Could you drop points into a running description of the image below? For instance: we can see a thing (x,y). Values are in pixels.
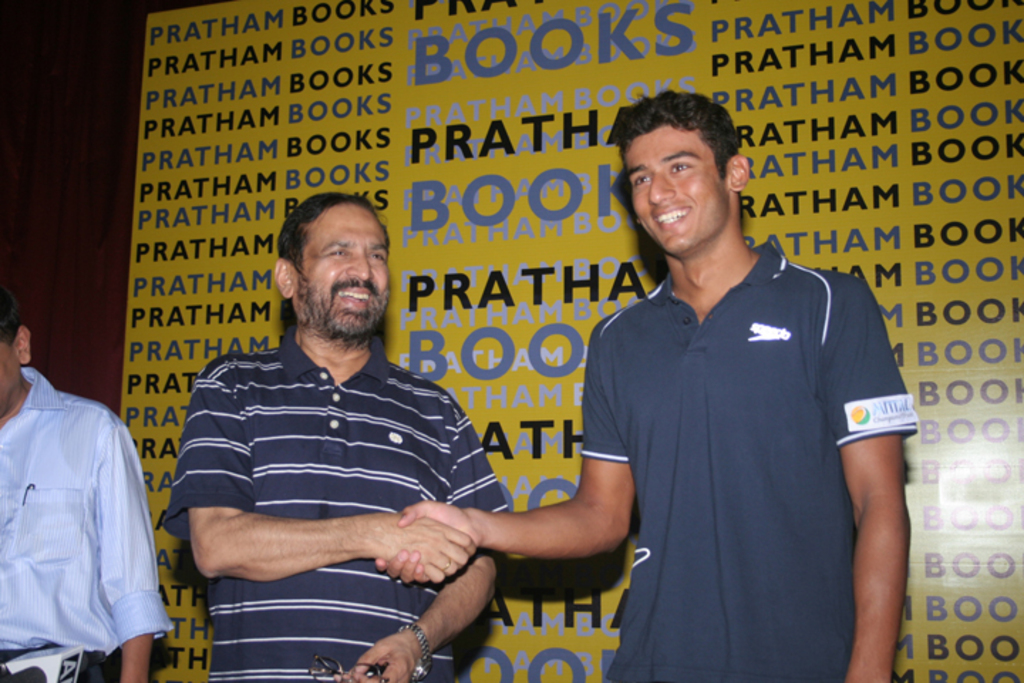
In this image I can see three persons (477,575) standing. In front (689,524) the person (686,509) is wearing navy blue color shirt (700,518). In the background (240,52) I can see the board (609,163) in yellow color and I can see something written on the board (600,93).
